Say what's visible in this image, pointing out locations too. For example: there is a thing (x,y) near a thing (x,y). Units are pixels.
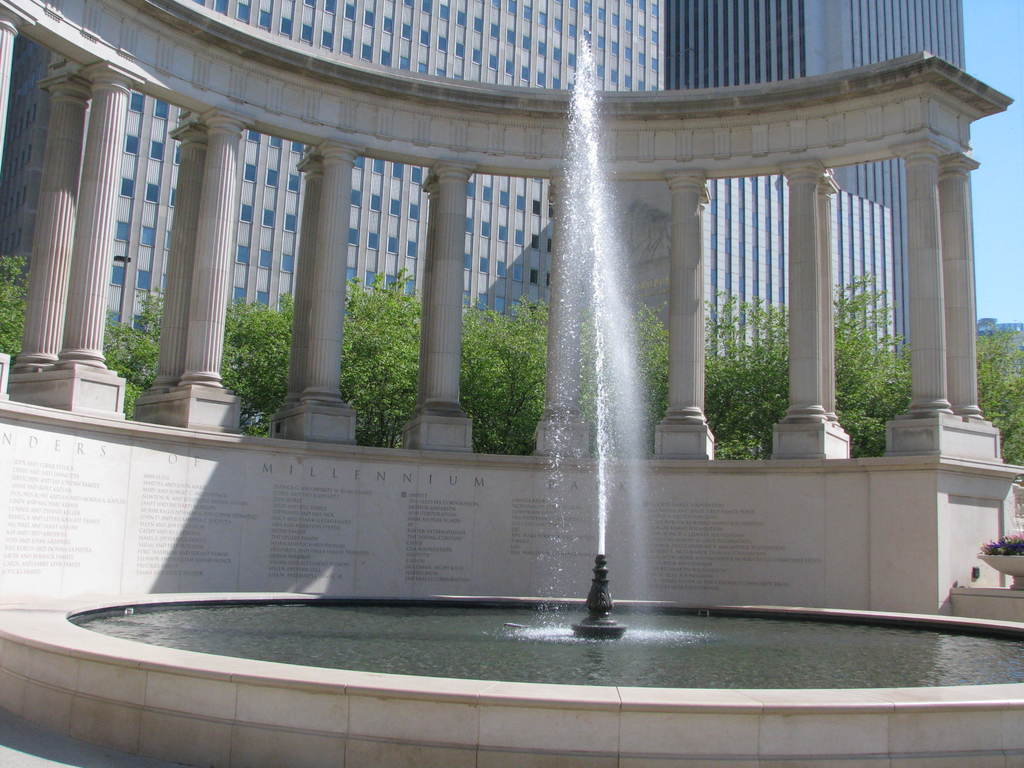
In this image there is a fountain (587,670) in the center (564,448). In the background (379,418) there are trees (380,368) and in front of the trees (371,359) there is a wall (259,489) with some text (182,503) written on it and behind the trees (485,339) there are buildings (803,74).
